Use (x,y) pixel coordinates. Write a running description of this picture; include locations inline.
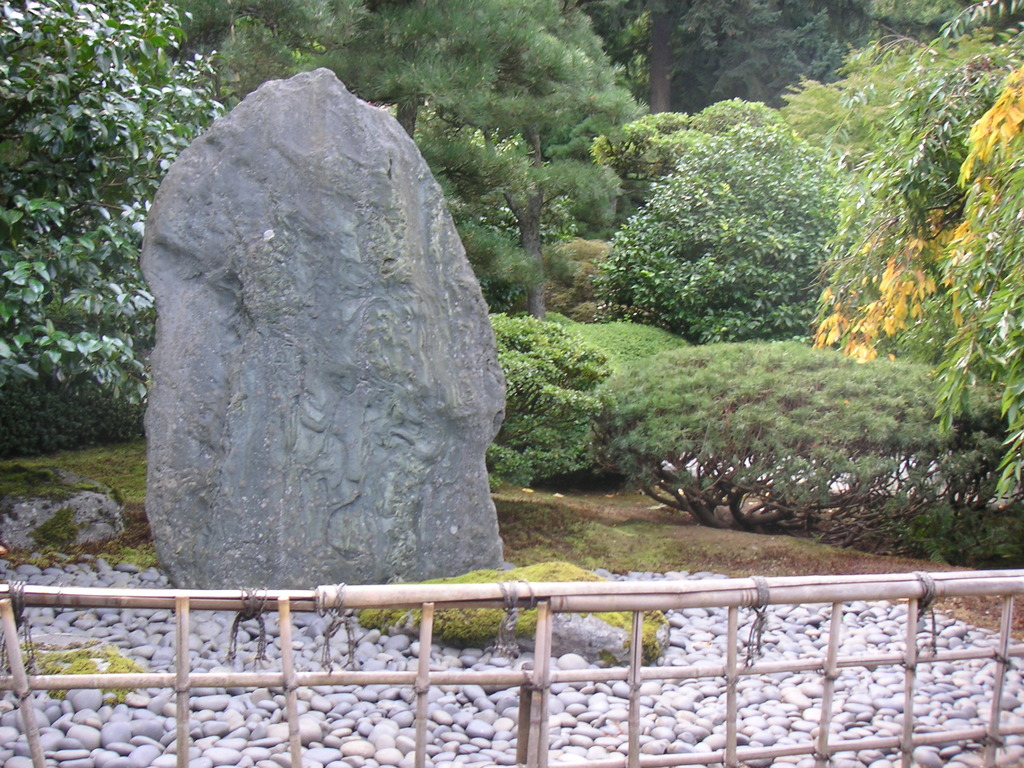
In the picture I can see a rock (305,316) and there are few small rocks (301,698) and a fence (660,678) in front of it and there are trees (285,31) in the background (717,186).
